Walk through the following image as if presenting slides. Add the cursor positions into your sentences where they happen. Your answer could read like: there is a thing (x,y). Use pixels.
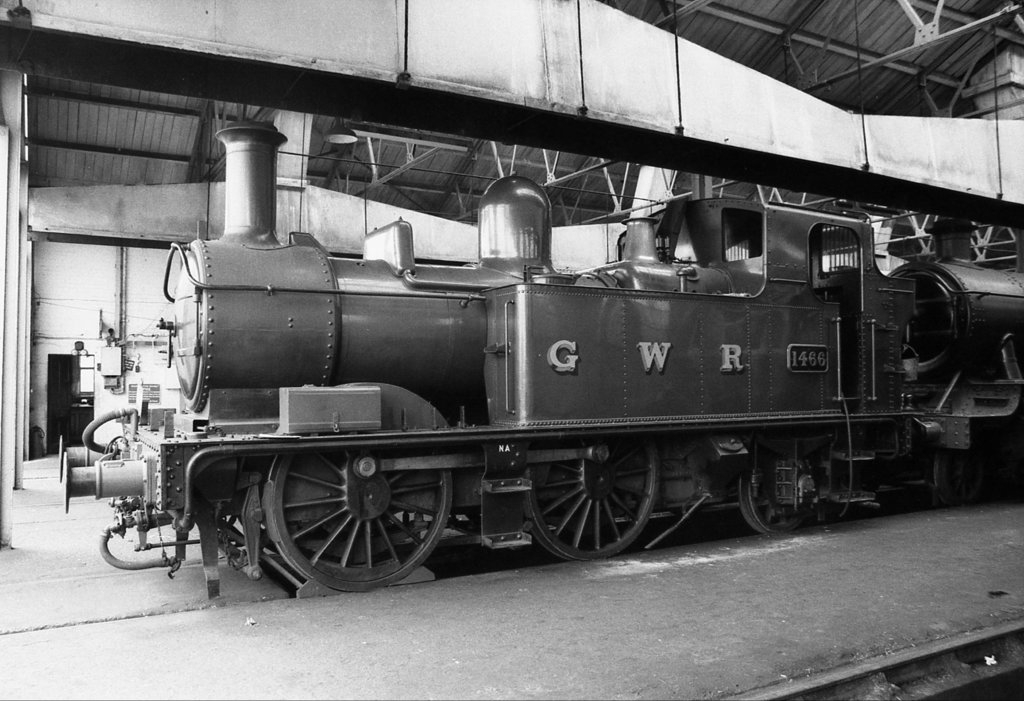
In this image I can see the black and white picture in which I can see a train (548,420) on the ground (635,607). I can see the ceiling (798,32), the wall (137,394), few other objects (120,320) and the door (69,413).
